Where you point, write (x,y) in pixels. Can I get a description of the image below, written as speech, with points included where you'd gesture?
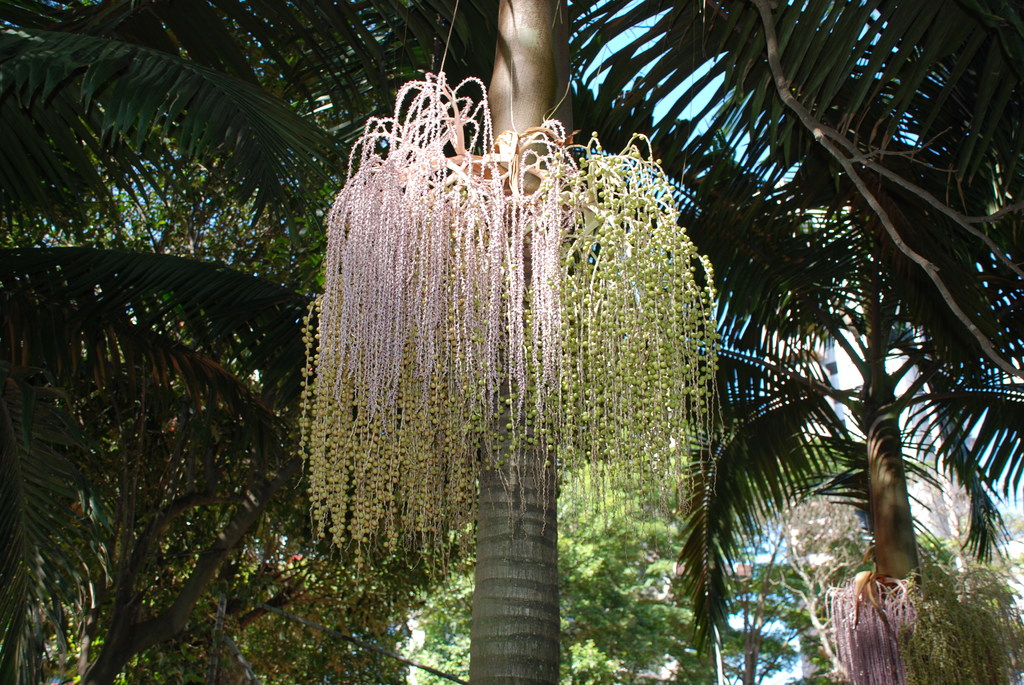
In the picture I can see trees (490,388). In the background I can see the sky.
